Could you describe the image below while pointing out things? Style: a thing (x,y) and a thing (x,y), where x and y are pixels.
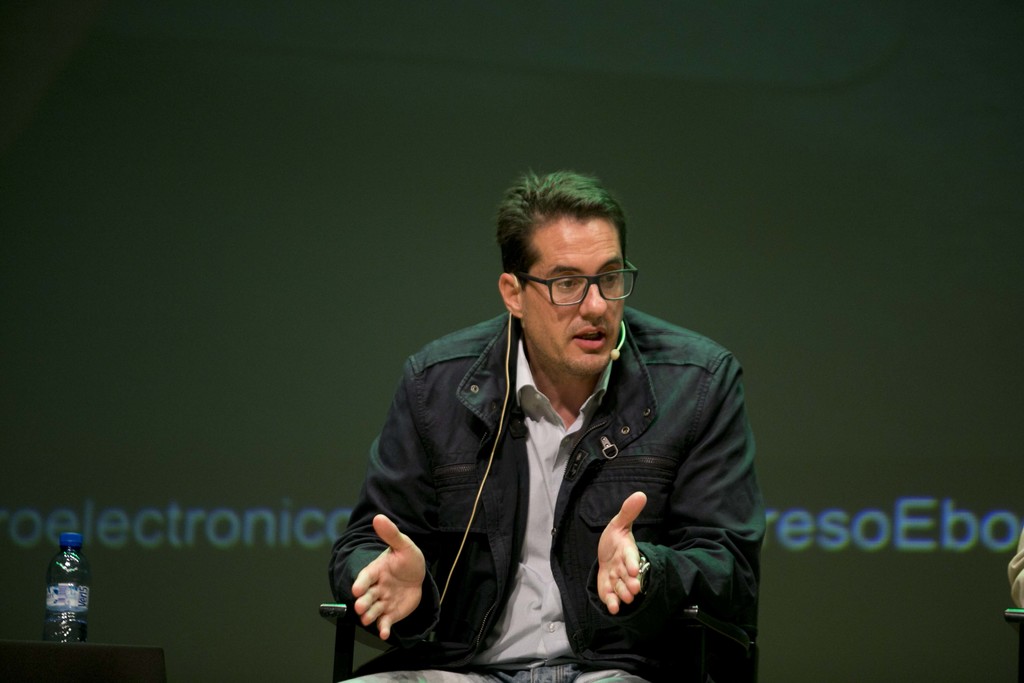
In this image is sitting in the center (570,413) on a chair (728,627) giving a speech wearing a mic (620,346). At the left side (66,622) there is a bottle (72,594) on the table (81,650) with a blue colour cap (81,539). In the background (326,248) there is a screen (878,340).
